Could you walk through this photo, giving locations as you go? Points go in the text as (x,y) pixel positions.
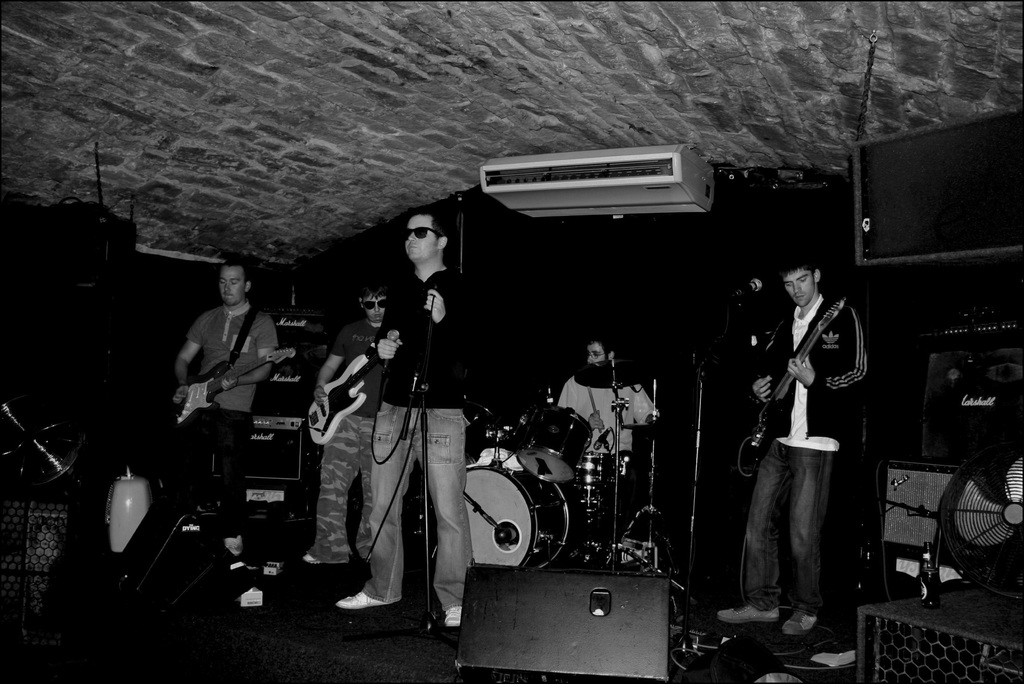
In this image there are group of persons (461,379) playing a musical instruments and at the right side of the image (972,493) there is a table fan (972,553) and at the bottom of the image (582,576) there is a sound box (521,613).
